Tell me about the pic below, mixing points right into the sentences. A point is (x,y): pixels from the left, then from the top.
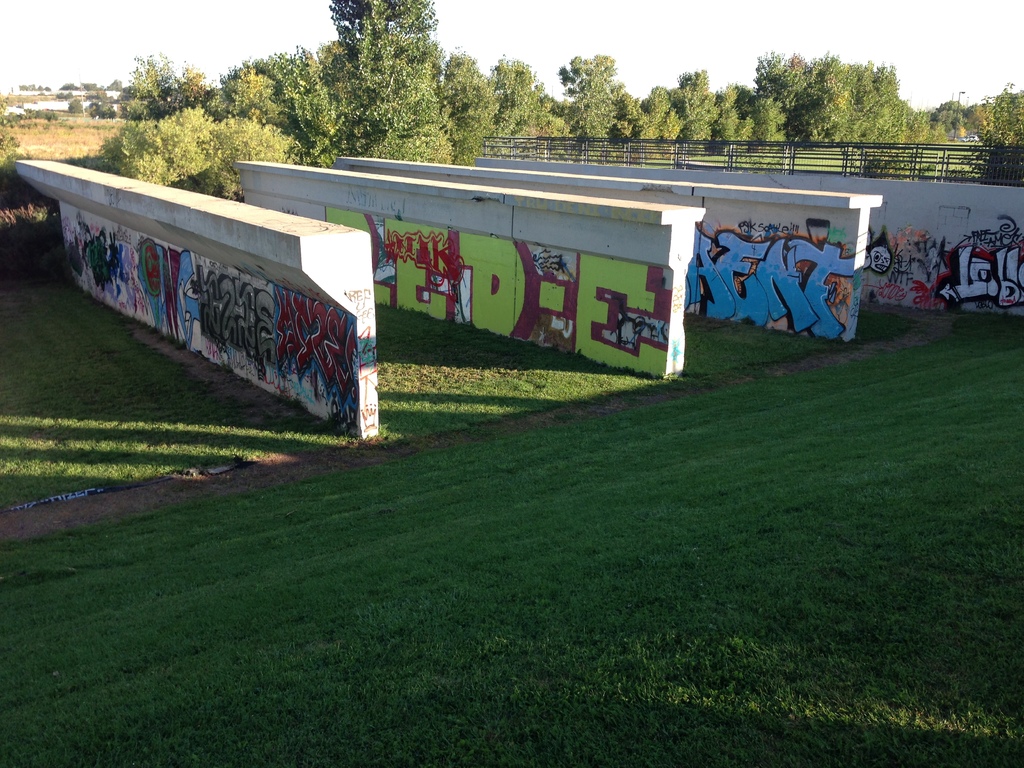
In this image I can see walls (650,286). On the walls (526,254) I can see paintings (469,307). Here I can see the grass (583,589). In the background (470,116) I can see trees (408,95) and the sky (130,9).
